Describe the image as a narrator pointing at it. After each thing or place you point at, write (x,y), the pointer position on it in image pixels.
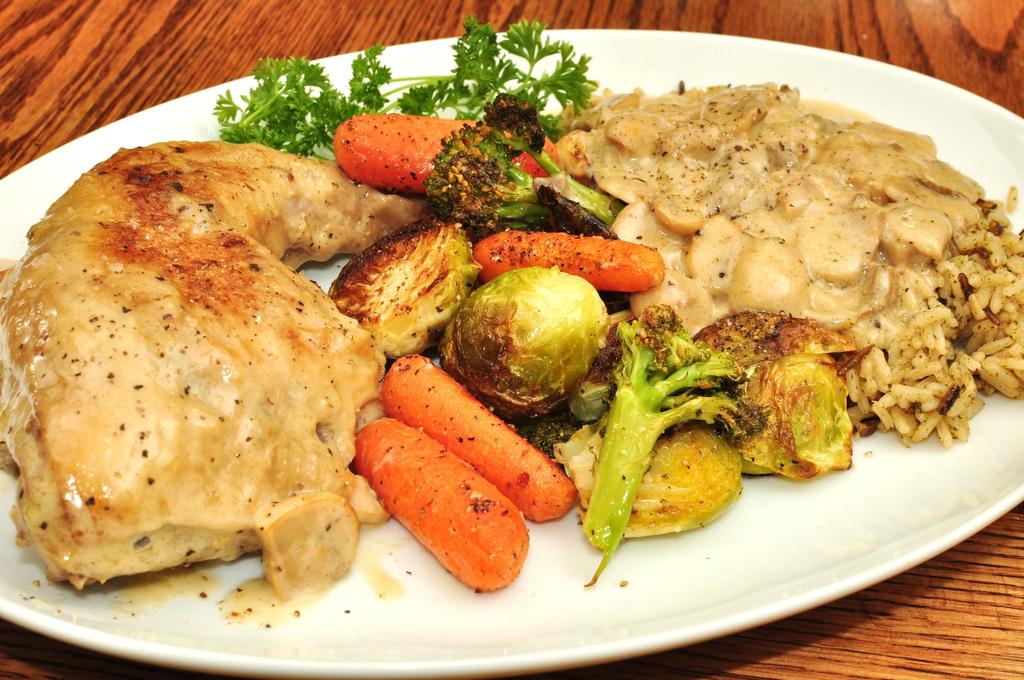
On the table (919,579) there is a white plate (448,585). In the white plate (16,231) we can see meat (185,413), carrot (508,441), cabbage (647,476), rice (912,391), mushroom sauce (595,156) and other food items (546,94).
